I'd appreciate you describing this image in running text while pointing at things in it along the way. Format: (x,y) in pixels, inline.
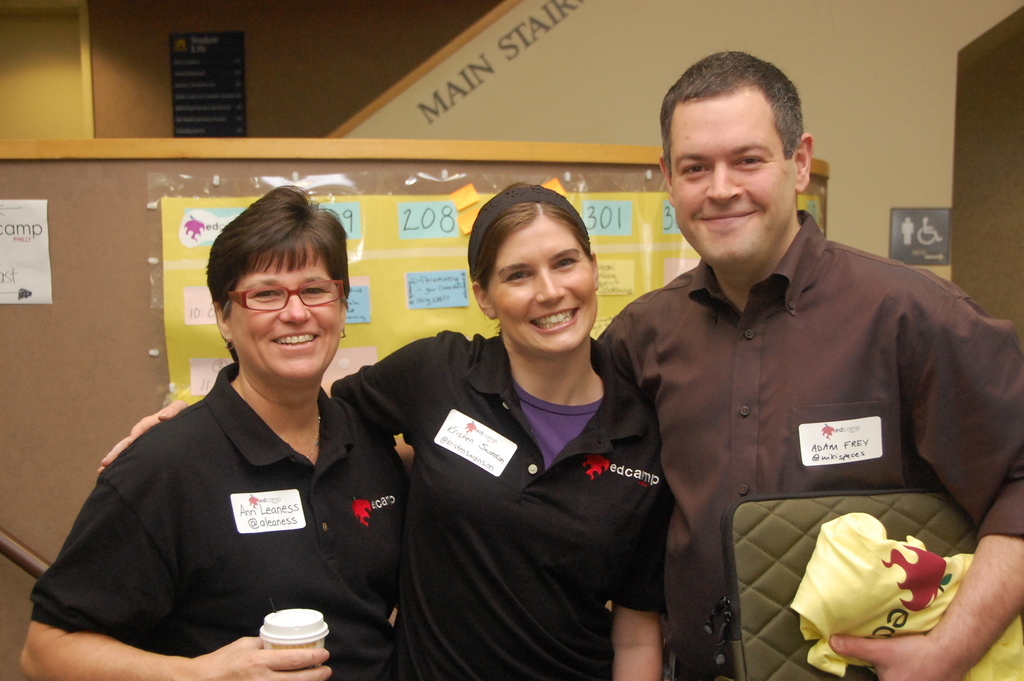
Three persons (534,485) are standing in a picture and 3 persons (546,322) are smiling very beautifully. This man (857,472) is holding his bag (772,634) and cloth (863,610). This woman (518,527) kept her hand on other person shoulder (173,441). These person (301,453) holding cup (290,624). She has a badge (268,514). This is a board (122,364), where the information will be given. This is a yellow chart (420,214) with numbers (419,219). This is a sign board (917,231). The wall (916,85) is in cream color. The poster (227,85) is in blue color and there is written something.
